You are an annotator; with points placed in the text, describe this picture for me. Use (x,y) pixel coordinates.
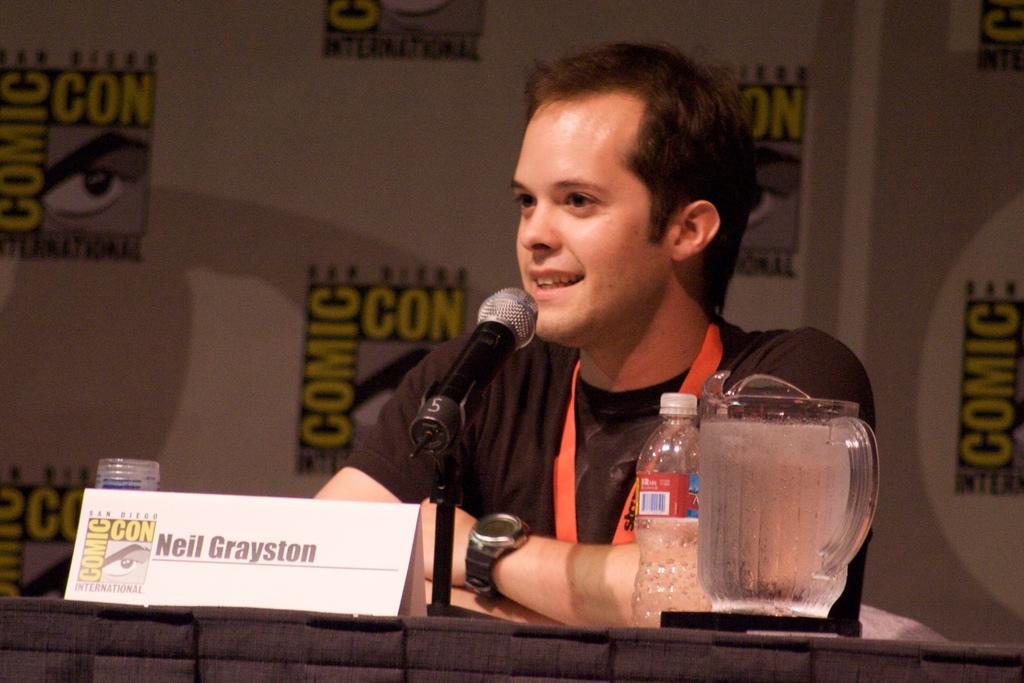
In the middle of the image (576,359) we can see a man (616,460), he is seated, in front of him we can find a microphone (526,326), bottle (647,553), jug (702,548), name board (119,516) and other things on the table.
